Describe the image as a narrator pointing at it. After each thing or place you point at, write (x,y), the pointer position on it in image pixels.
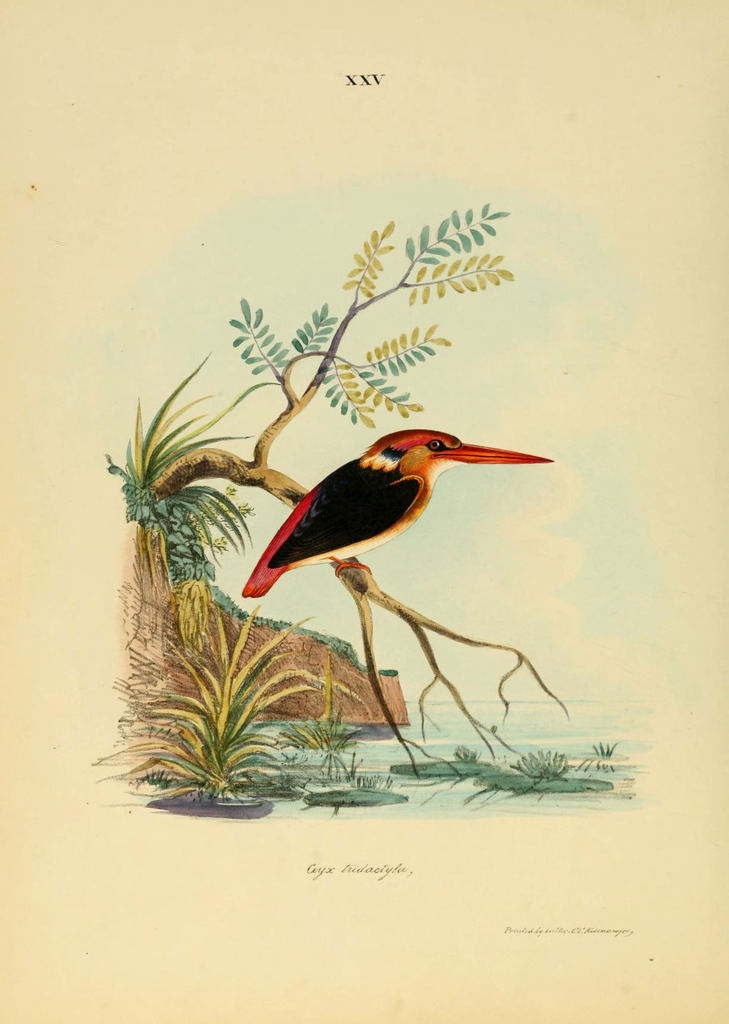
In this picture we can see a bird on the branch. Here we can see water (629,749), plants (342,794), and sky (460,345).
